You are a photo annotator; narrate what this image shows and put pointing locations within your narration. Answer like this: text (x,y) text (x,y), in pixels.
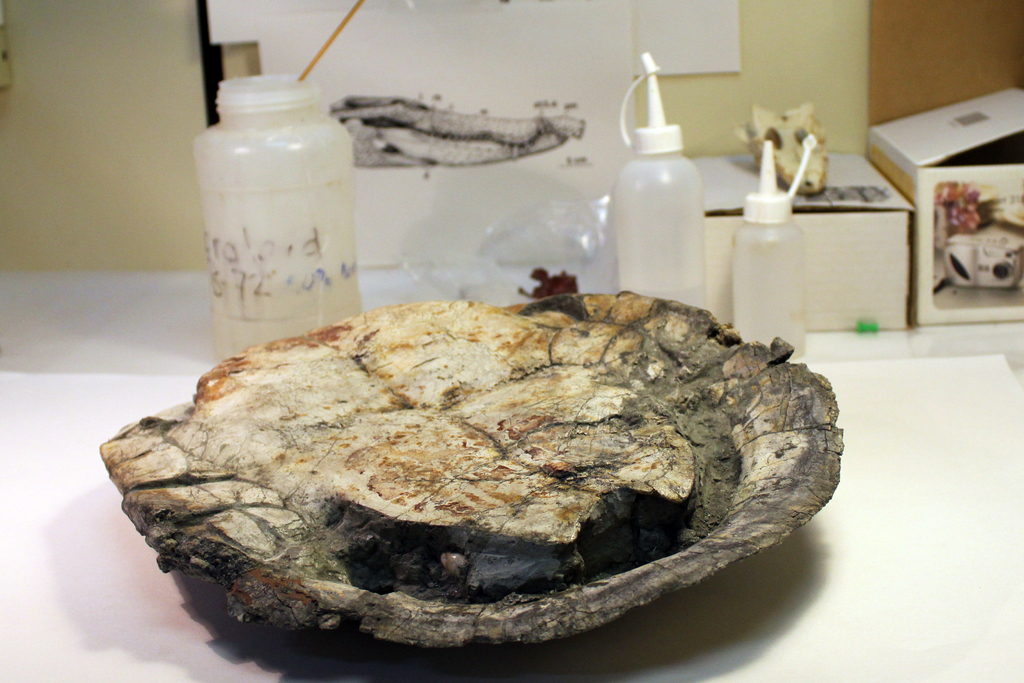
In the center of the image (583,395) we can see tortoise (453,505) placed on the table (670,632). In the background (231,202) we can see bottles (284,206), drawing (437,89) and wall (142,100).
